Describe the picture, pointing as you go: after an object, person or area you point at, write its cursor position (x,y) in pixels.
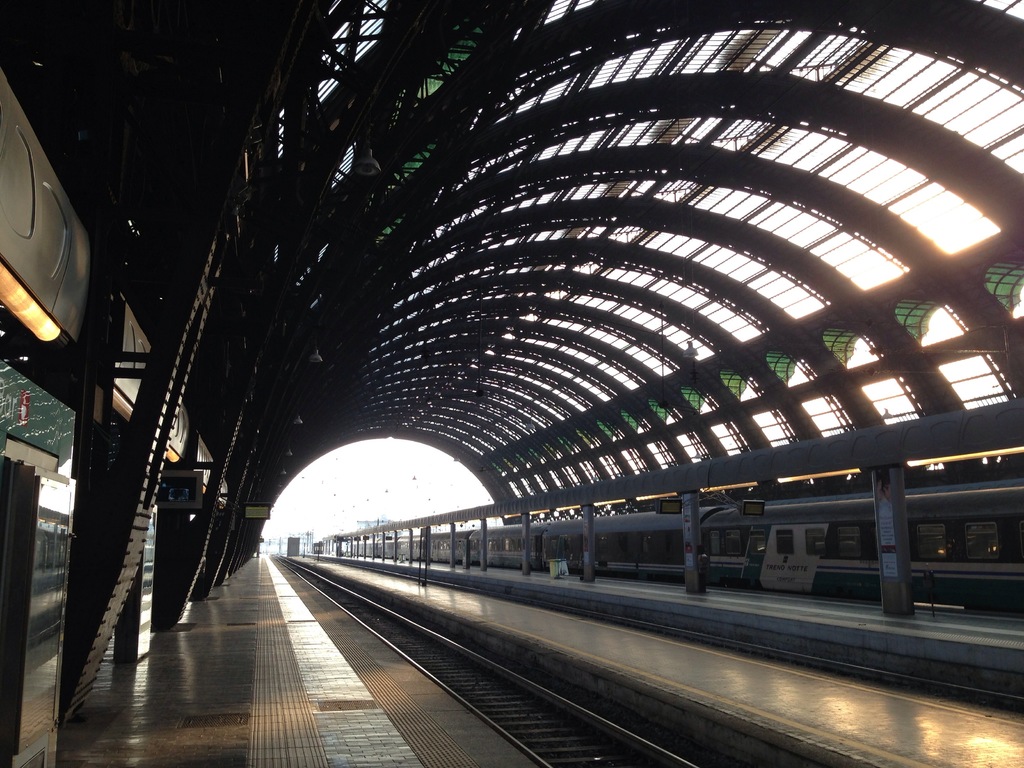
In this picture we can see a railway track (464,665) and on the right side of the railway track (497,675) there is a train (719,544) and at the top (589,145) there is a roof (701,319). On the left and right side of the railway tracks (459,683) there are platforms (412,564). In front of the train (674,555) there is a sky (343,473).
